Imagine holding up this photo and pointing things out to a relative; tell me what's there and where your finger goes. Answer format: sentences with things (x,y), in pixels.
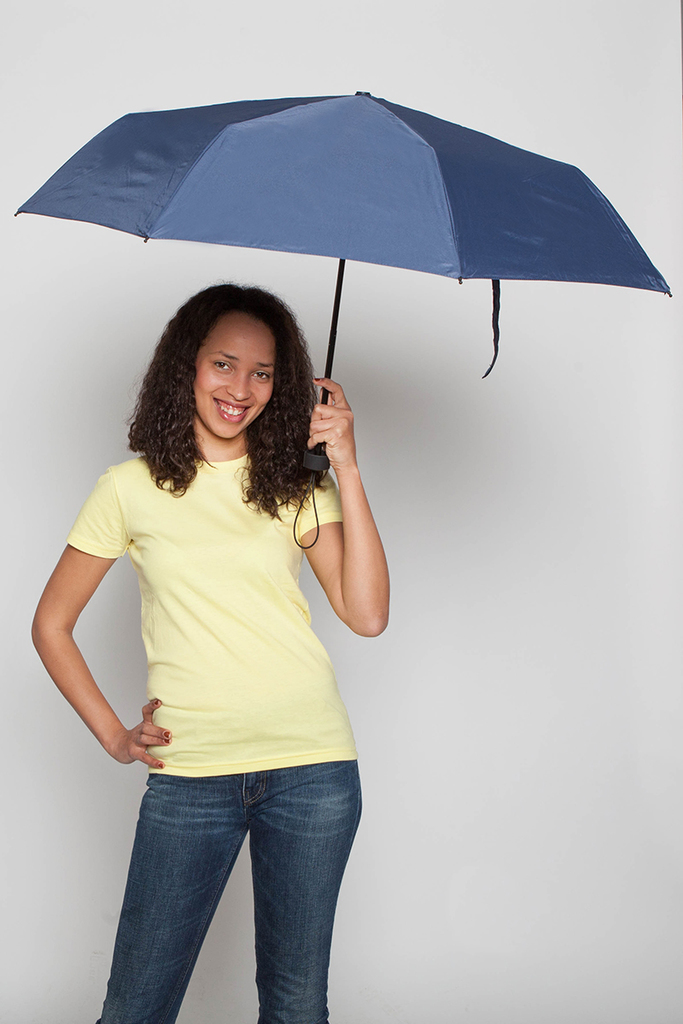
In this picture we can see a woman (355,447) with curly hair (193,421) standing and holding an umbrella (298,206) in one hand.
